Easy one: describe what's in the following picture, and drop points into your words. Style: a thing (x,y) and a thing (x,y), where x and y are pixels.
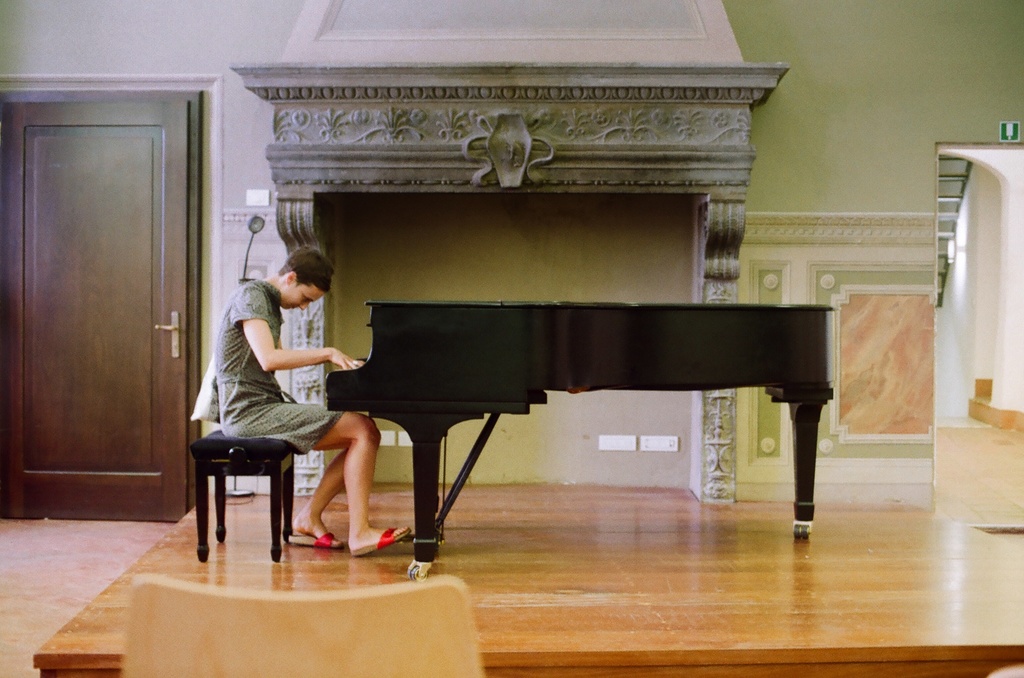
In the picture a woman (313,435) is sitting on a stool (256,465) and playing a piano (353,379) in front of her and beside her there is big fire place like structure (407,185) and there is a door (11,473) and there is a wall (950,330) and there is one chair (337,602).
